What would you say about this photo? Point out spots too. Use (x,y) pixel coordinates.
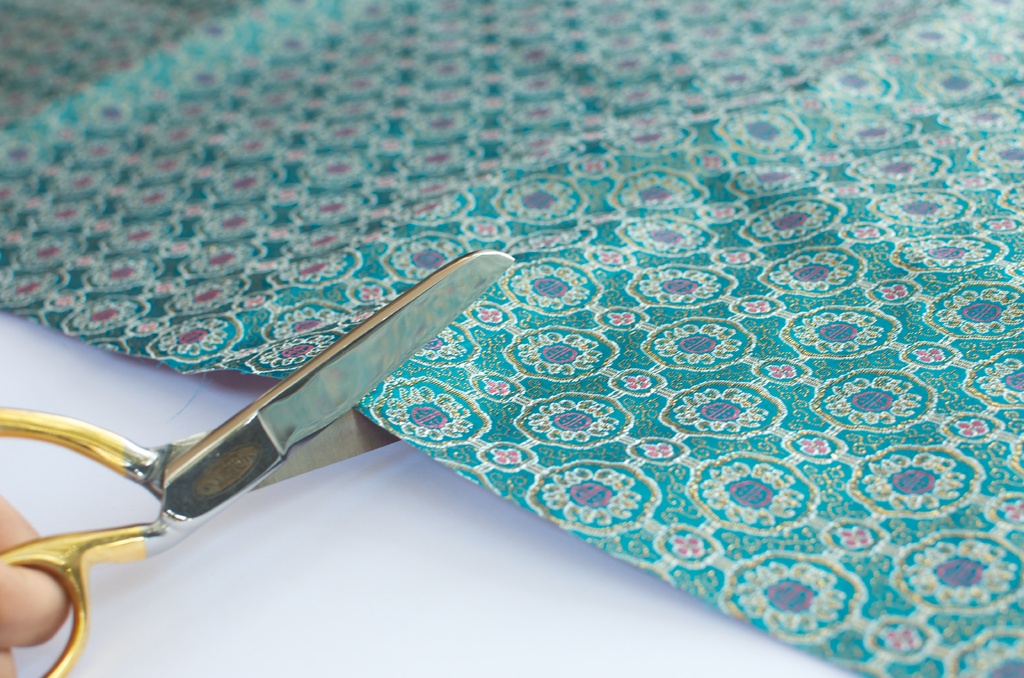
In this image I can see a white colored surface (413,585) on which I can see a green colored sheet (648,408). I can see a person's hand (32,575) holding scissors (168,491) and cutting the sheet (405,260).
